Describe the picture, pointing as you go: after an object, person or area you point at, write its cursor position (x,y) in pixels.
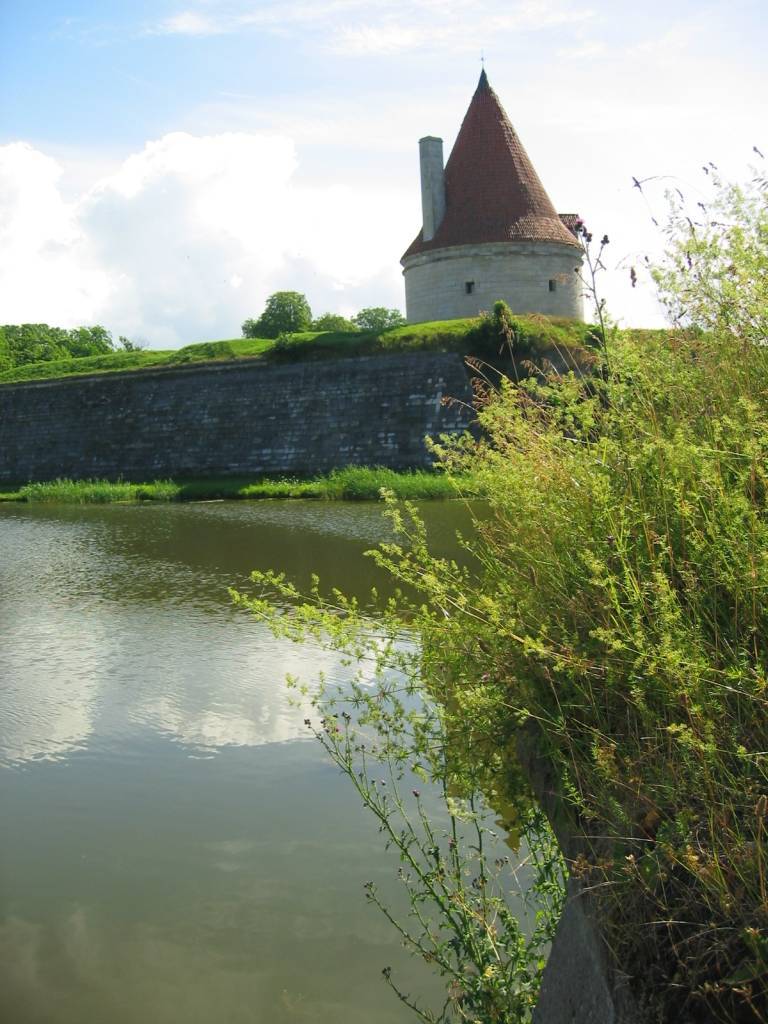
In this picture there is a building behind the wall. At the back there are trees (48,350). At the top (181,241) there is sky (162,125) and there are clouds (187,212). At the bottom (189,807) there is water (128,799) and in the foreground (509,786) there is a tree (670,873).
